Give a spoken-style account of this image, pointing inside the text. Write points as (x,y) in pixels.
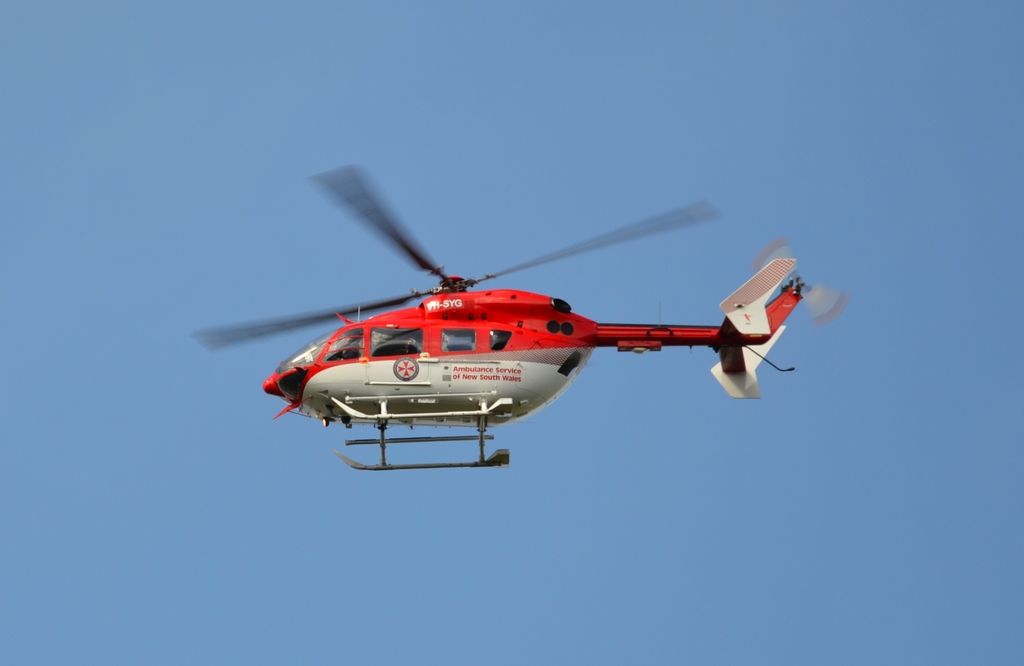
Here we can see a helicopter (508,386) flying in the sky (280,302).
